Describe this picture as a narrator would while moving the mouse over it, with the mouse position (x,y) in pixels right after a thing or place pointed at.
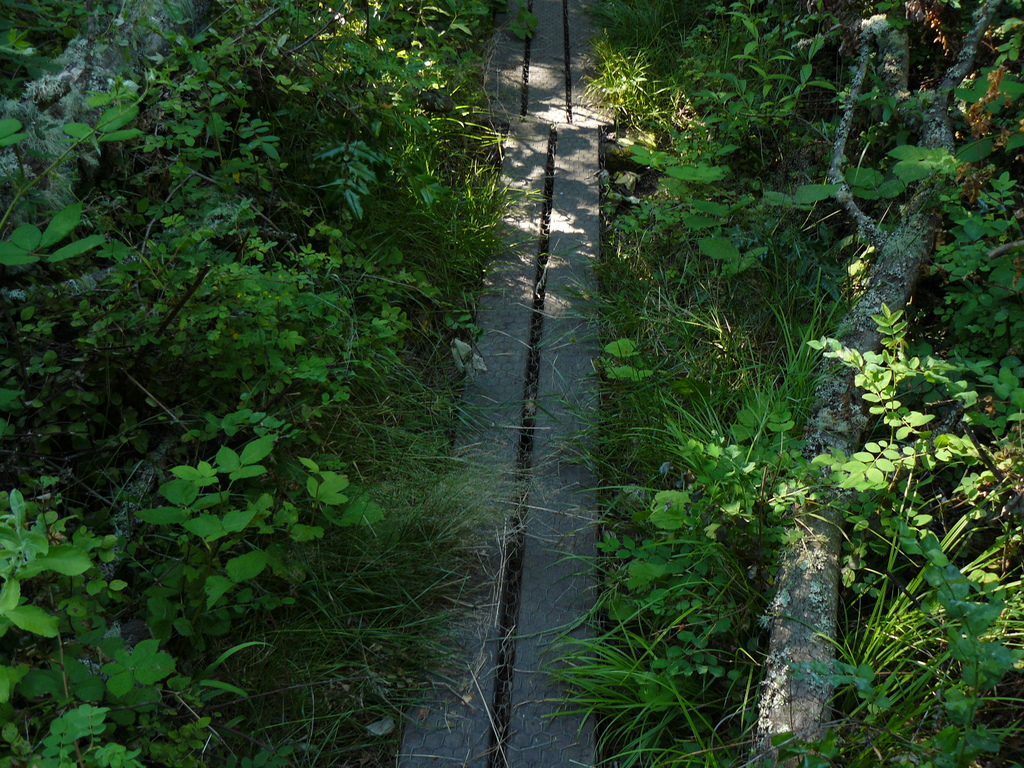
In this image there are few wooden planks (588,309) and wooden trunk (798,561) are on the land (634,467) having grass (402,468) and few plants (692,455) which are having leaves (226,348).
